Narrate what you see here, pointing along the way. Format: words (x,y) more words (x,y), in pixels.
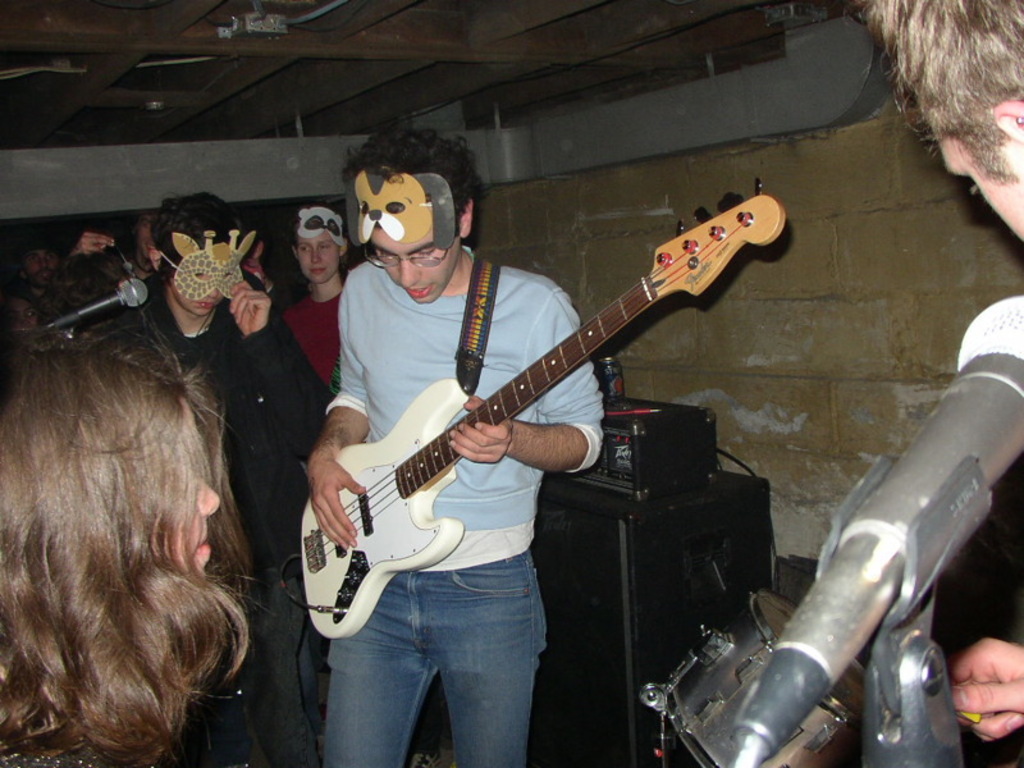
In this image there are group of people (246,409) one person (499,699) is holding a guitar (383,515), and some of them are wearing masks (228,274). And on the left side (112,302) and right side (985,362) there are mikes (816,656), and in the background (681,572) there is a speaker (588,726) and some music systems (663,595) and there is a wall (839,152). At the top (567,65) there is ceiling (499,75) and some objects (249,26).
